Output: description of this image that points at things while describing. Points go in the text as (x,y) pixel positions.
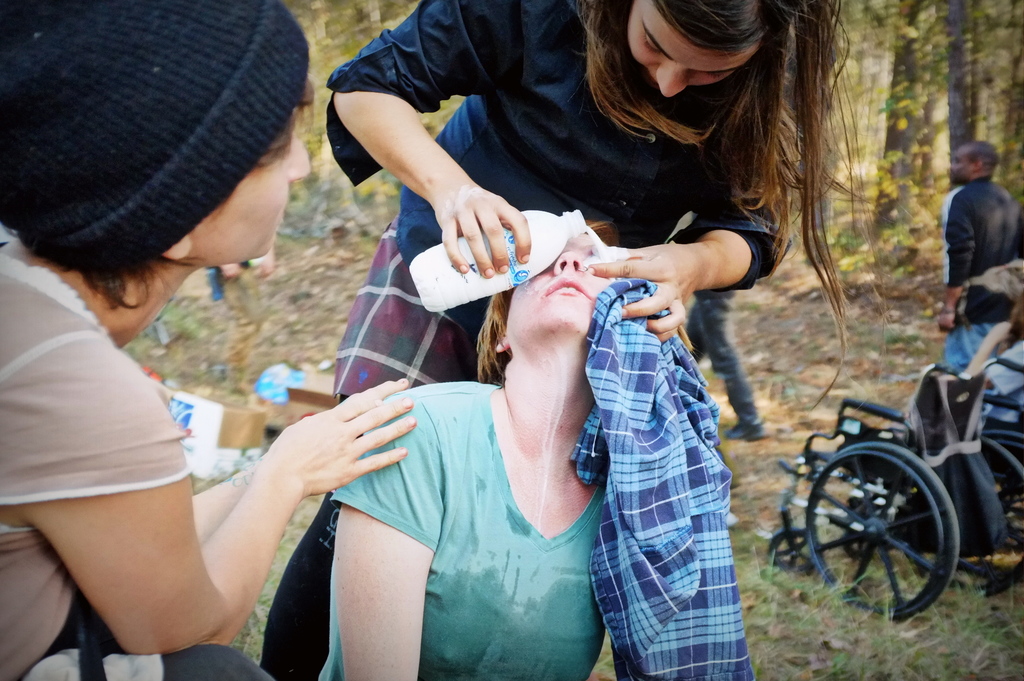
In this image I can see a woman (475,113) standing, holding a bottle (536,244) in the hand (444,221) and pouring the milk (600,257) in the eye (589,251) of another woman (550,429). She is holding a cloth (645,356) in the other hand (637,254). On the left side (102,324) there is a woman (57,283) sitting and looking at these women (575,167). On the right side (991,432) there is a wheelchair (988,453) and two persons (705,306) are walking on the ground (772,370). In the background (898,102) there are many trees (954,46). At the back of these women (445,502) there are few card boxes (247,412) placed on the ground (227,364).
